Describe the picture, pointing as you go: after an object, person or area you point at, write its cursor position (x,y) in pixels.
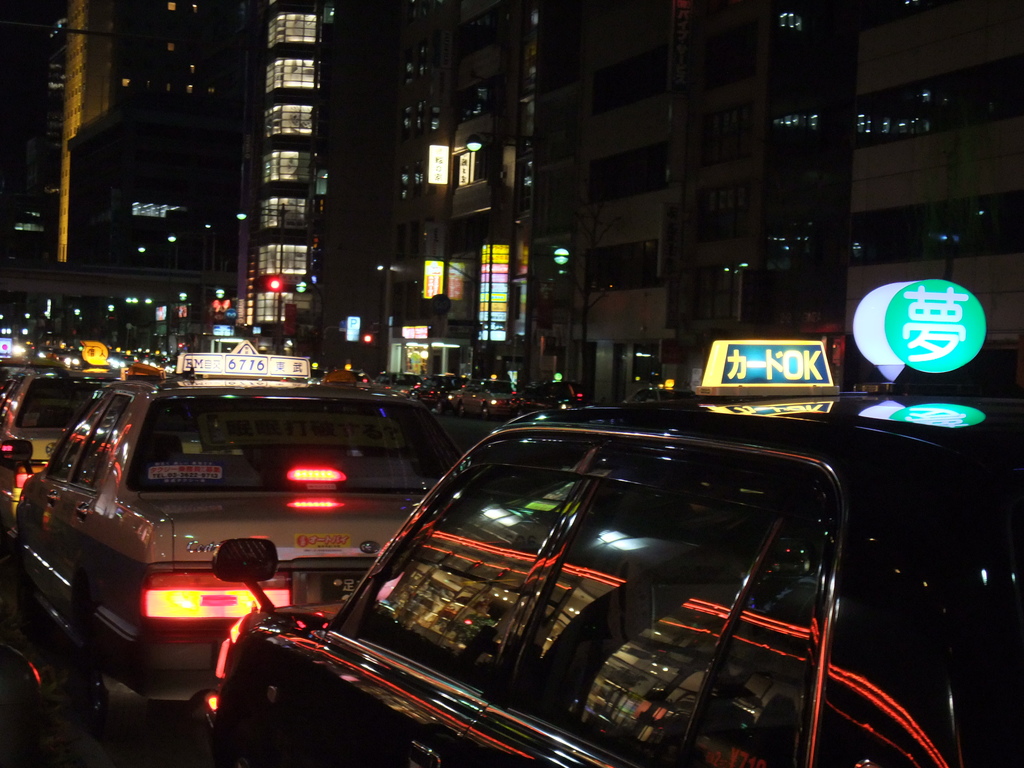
In this picture I can see few cars (323,458) in front (350,547) and I see boards (253,358) on them on which there is something written. In the background (548,344) I see the buildings (467,181) and I see few more cars (468,386) and I see the lights (321,175).
